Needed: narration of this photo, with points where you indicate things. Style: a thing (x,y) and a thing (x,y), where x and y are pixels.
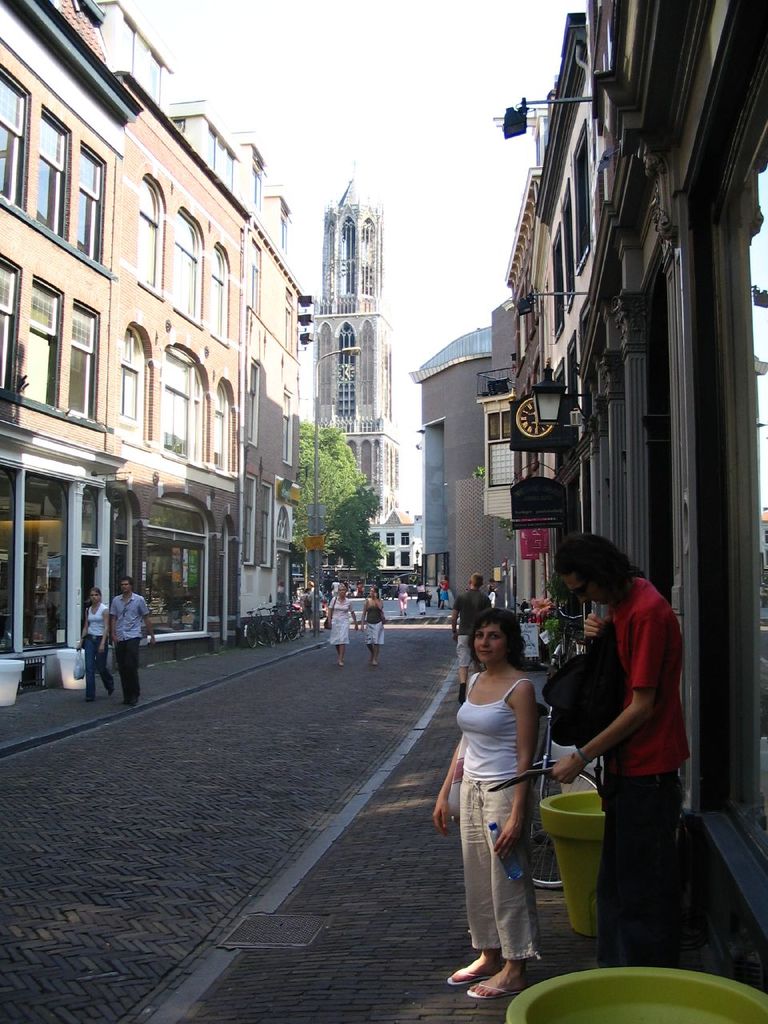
This is an outside view. Here I can see few people (376,610) are walking on the road (192,728) and footpath (235,662). On the right side (530,696), I can see few people (614,725) are standing on the path (542,955) and there are some bins (573,928). On the both sides of the road (347,708) I can see the buildings (269,456). In the background (349,507) there are some trees (347,502). At the top (341,77) I can see the sky (365,74).
